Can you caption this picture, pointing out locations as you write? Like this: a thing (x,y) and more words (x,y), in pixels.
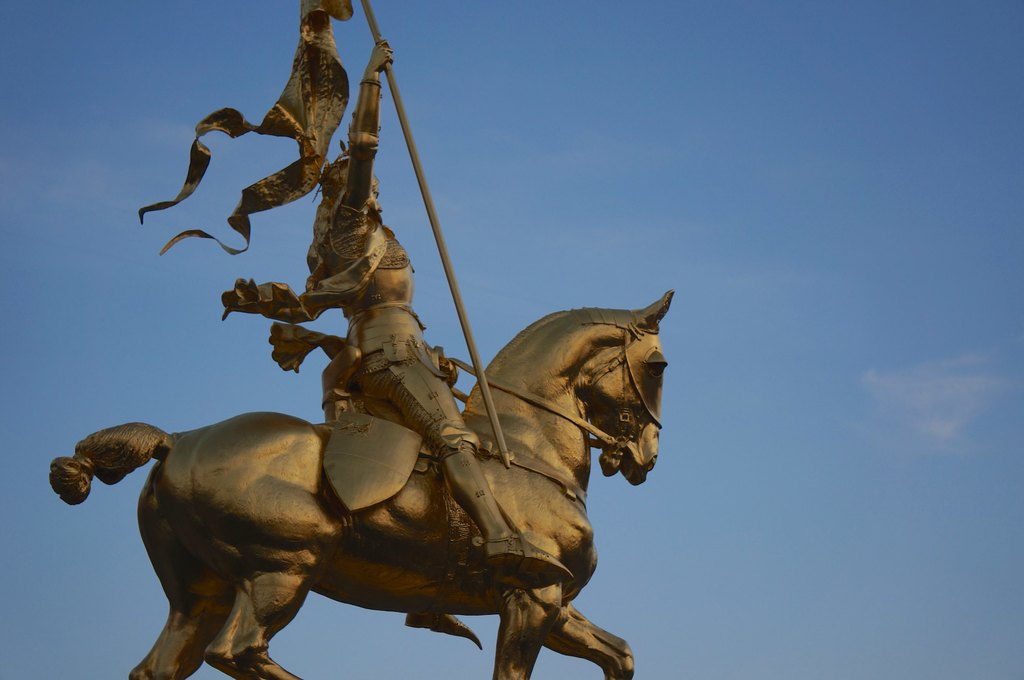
This image consists of a statue (364,343) of a woman (454,473) and a horse (499,377). In the background (84,571), there is sky (84,571).
